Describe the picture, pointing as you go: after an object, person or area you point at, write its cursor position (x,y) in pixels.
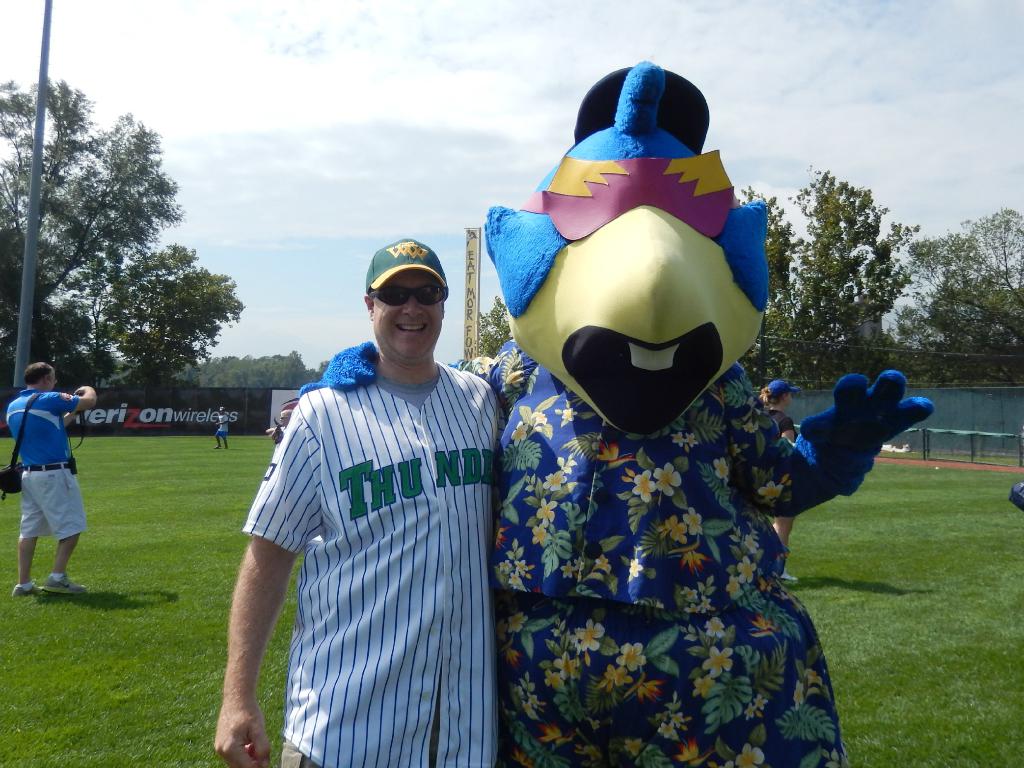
In this image we can see persons (429,387) standing on the ground (271,660) and one is dressed in a costume (637,638). In the background (235,281) we can see sky (345,77) with clouds (456,61), trees (171,204), ropes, sportsnet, advertisement (191,410) and iron bars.
